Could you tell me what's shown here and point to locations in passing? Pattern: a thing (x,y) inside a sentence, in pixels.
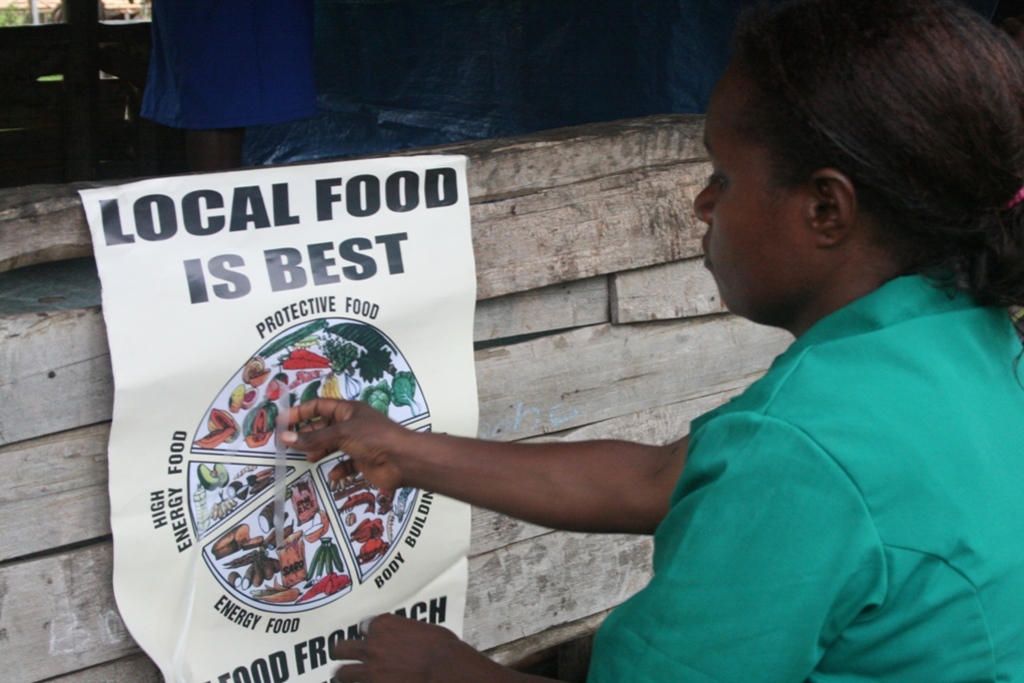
In this image there is a woman (657,536). She is holding a straw (278,475) in her hand (317,436). In front of her there is a wooden wall (559,262). On the wall (547,252) there is a poster (287,342). There are images (249,575) of food (233,565), fruits (221,468) and text (353,260) on the poster (186,521). In the top left (59,77) there are plants (14,20).
